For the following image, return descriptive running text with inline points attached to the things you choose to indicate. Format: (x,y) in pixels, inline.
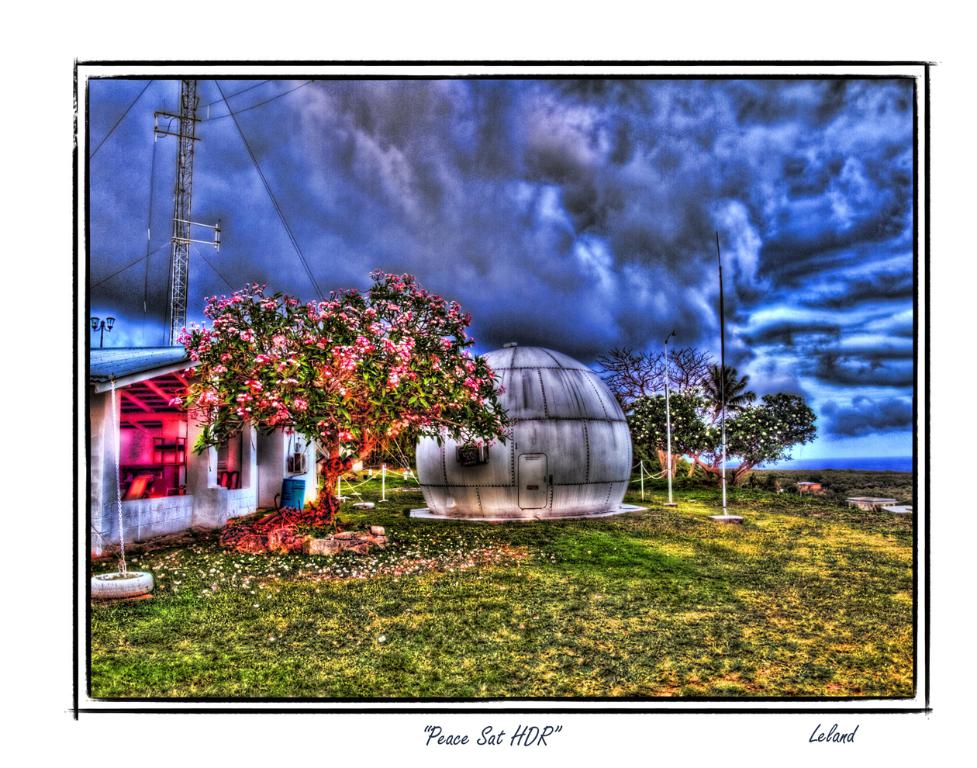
This image is a poster. At the bottom of the image (408,628) there is grass (362,593). There is a house (115,359). There are trees (661,432). There is a tower (176,225). There is a sky (401,133) with clouds (471,210).
